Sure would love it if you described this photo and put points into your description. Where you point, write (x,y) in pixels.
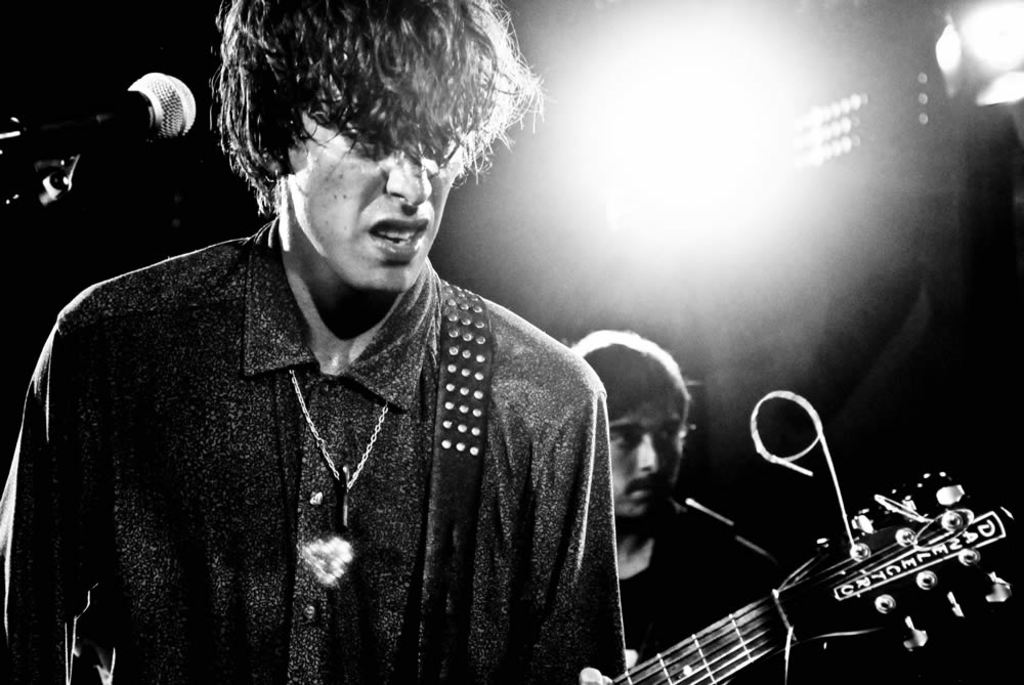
In the image we can see two person (523,441). This person (381,505) is holding a guitar (774,632) in his hand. This is a microphone (56,129).
